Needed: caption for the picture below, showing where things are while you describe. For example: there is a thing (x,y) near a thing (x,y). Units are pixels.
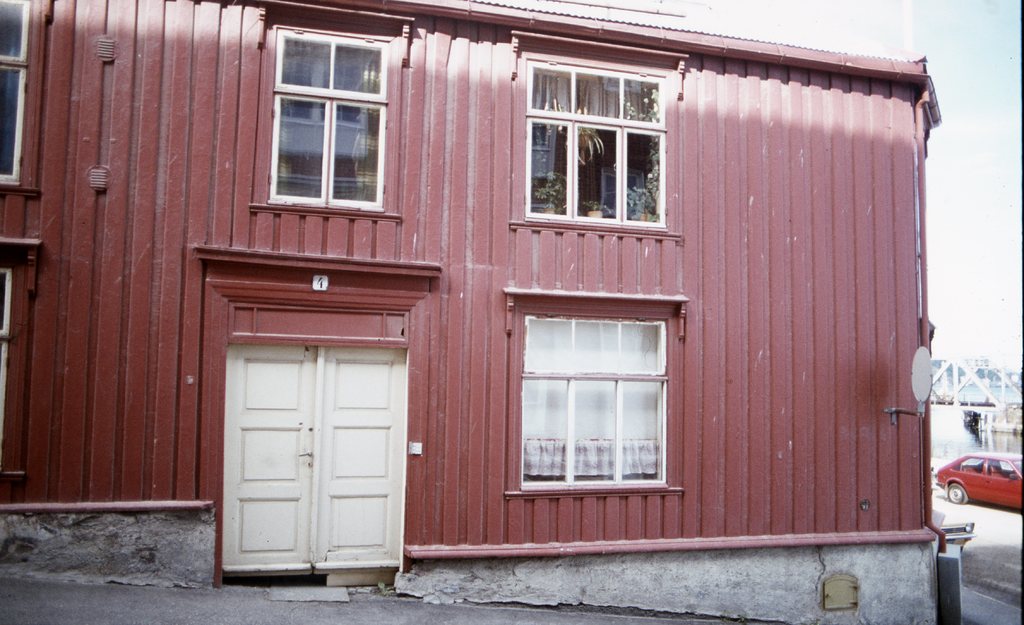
In this picture we can see a house (652,408) in the front (821,491), on the right side (982,486) there is a red color car (1002,494), we can see windows (548,195) and a door (328,495) of this house (438,326), there is the sky (1000,153) at the top of the picture (1000,91), in the background (967,443) we can see water (964,428).
